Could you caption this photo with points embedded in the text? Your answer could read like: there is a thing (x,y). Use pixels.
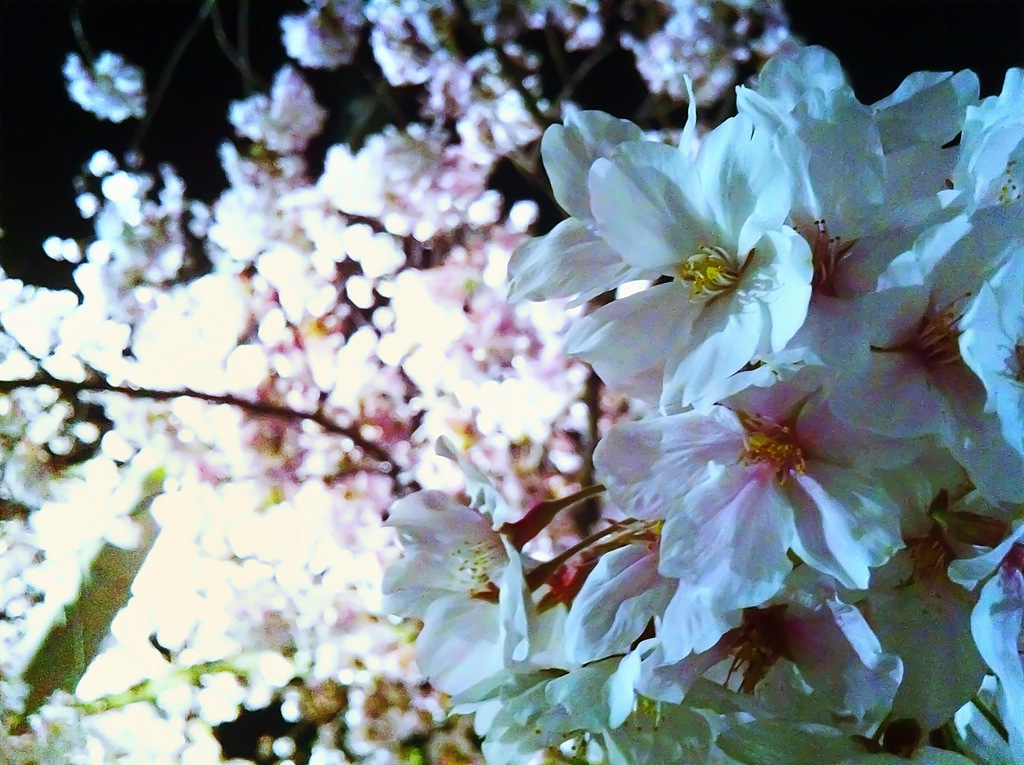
In this image there are few plants (383,296) having flowers (331,336) to it. Flowers (634,572) are white in color.
